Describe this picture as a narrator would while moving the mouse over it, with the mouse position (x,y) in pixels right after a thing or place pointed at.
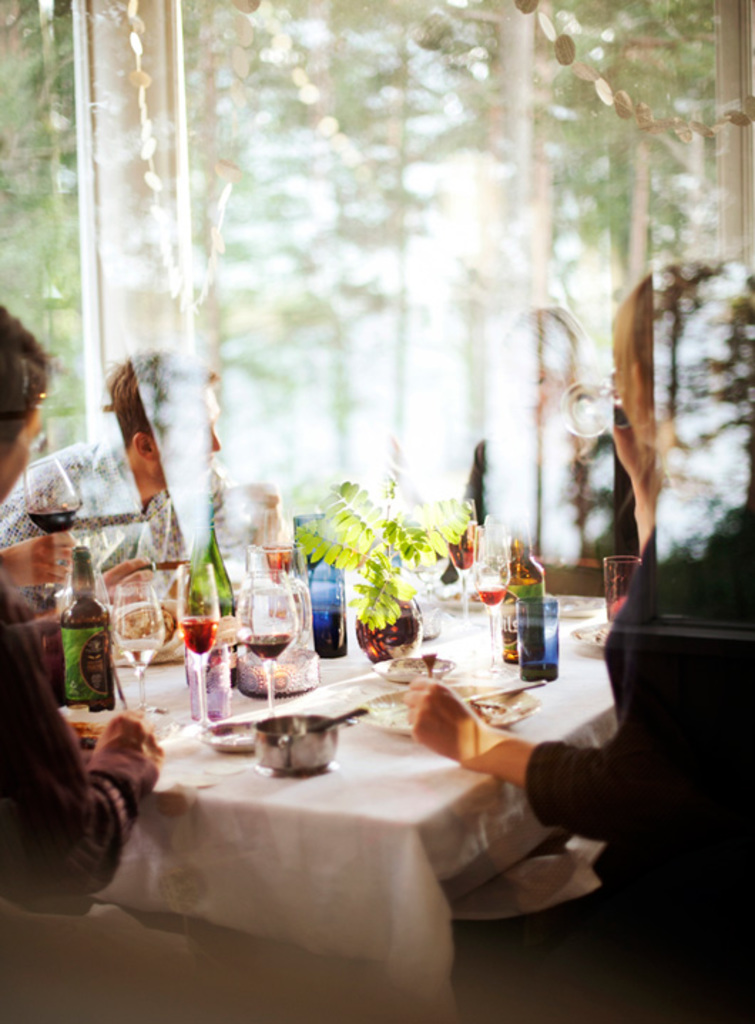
In this image there is a table (369,868), on that table (264,818) there are glasses (535,642), bottles (529,583), plates (407,682), cups (529,605), around the table (269,817) there are people (553,802) sitting on chairs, in the background (42,262) it is blurred.
